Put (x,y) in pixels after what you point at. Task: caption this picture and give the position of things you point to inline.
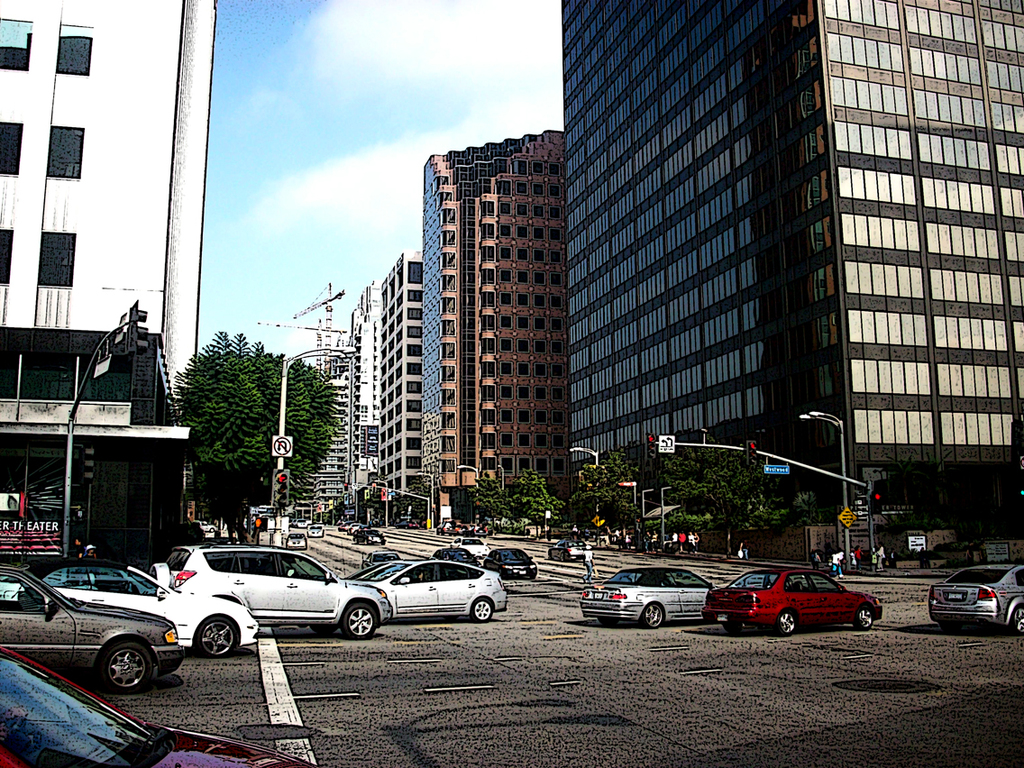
In this image there are buildings (839,25) and trees (528,500). We can see poles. There are boards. At the bottom (116,561) there are cars (335,601) on the road (540,619). We can see people (607,538). In the background (359,170) there is sky (301,144).
